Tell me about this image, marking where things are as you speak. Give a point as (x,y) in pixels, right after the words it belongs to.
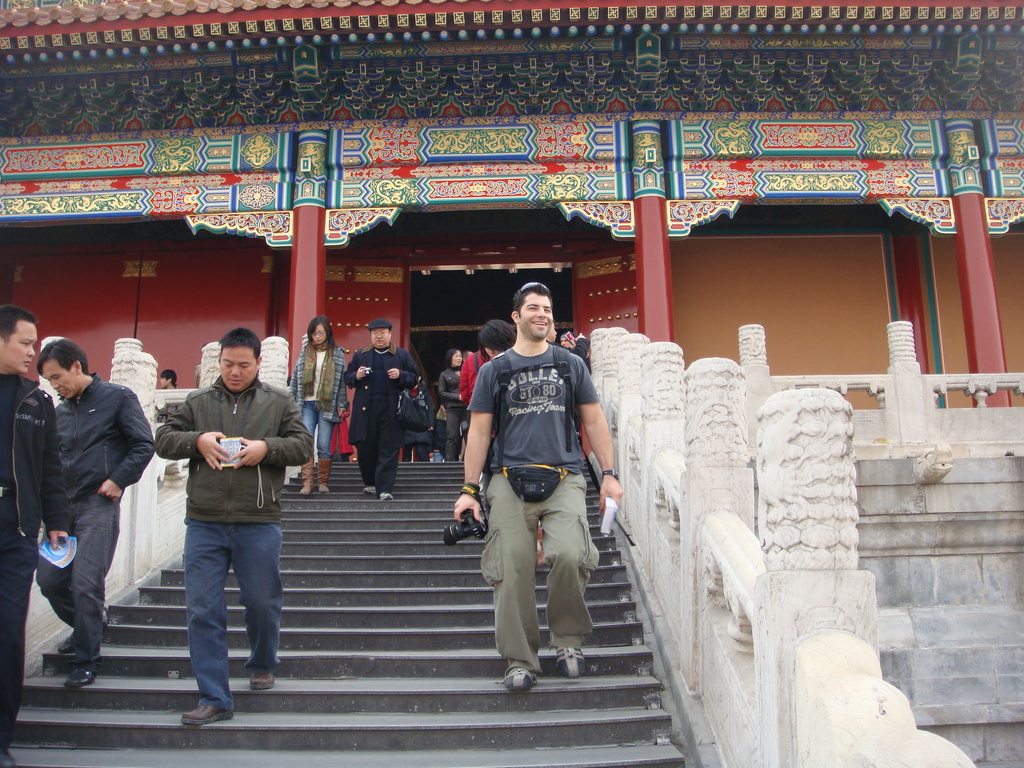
In this picture we can see some people (302,451) are walking on the steps (437,535) and some people (313,402) are standing on the path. A man (494,499) is holding a camera (471,527) and an object (612,505). On the left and right side (789,565) people (285,458) there are walls (151,423). Behind the people (313,479) there is a building (358,170) and poles (667,248).
